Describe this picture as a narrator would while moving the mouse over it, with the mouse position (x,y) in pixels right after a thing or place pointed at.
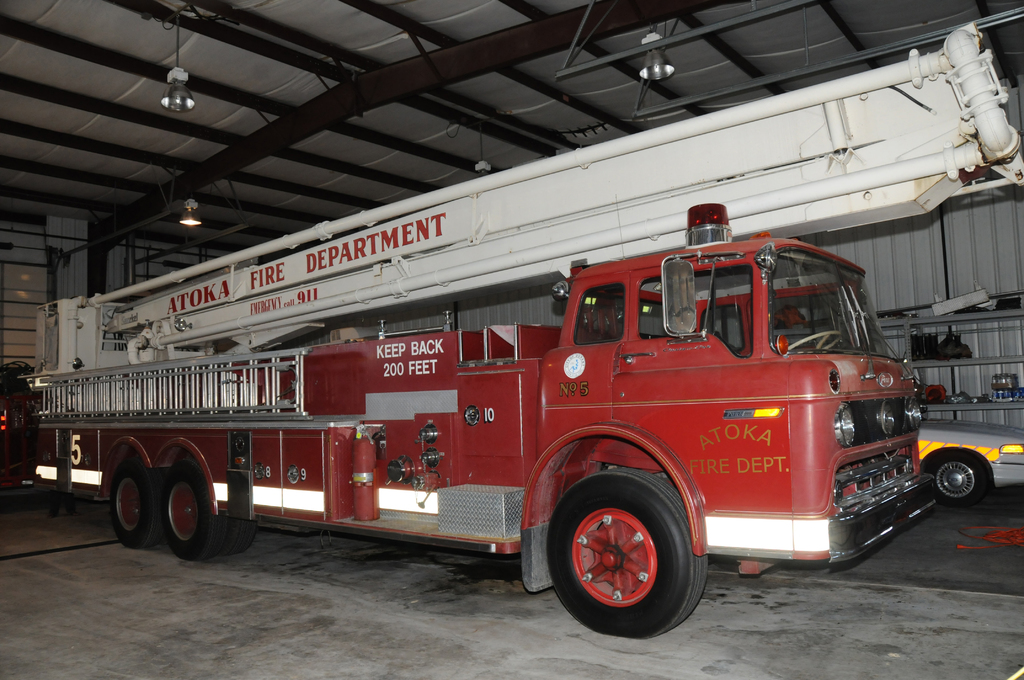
In the image there is a fire engine (682,289) inside a godown (366,116) and there are lights (177,67) over the ceiling (197,77).
